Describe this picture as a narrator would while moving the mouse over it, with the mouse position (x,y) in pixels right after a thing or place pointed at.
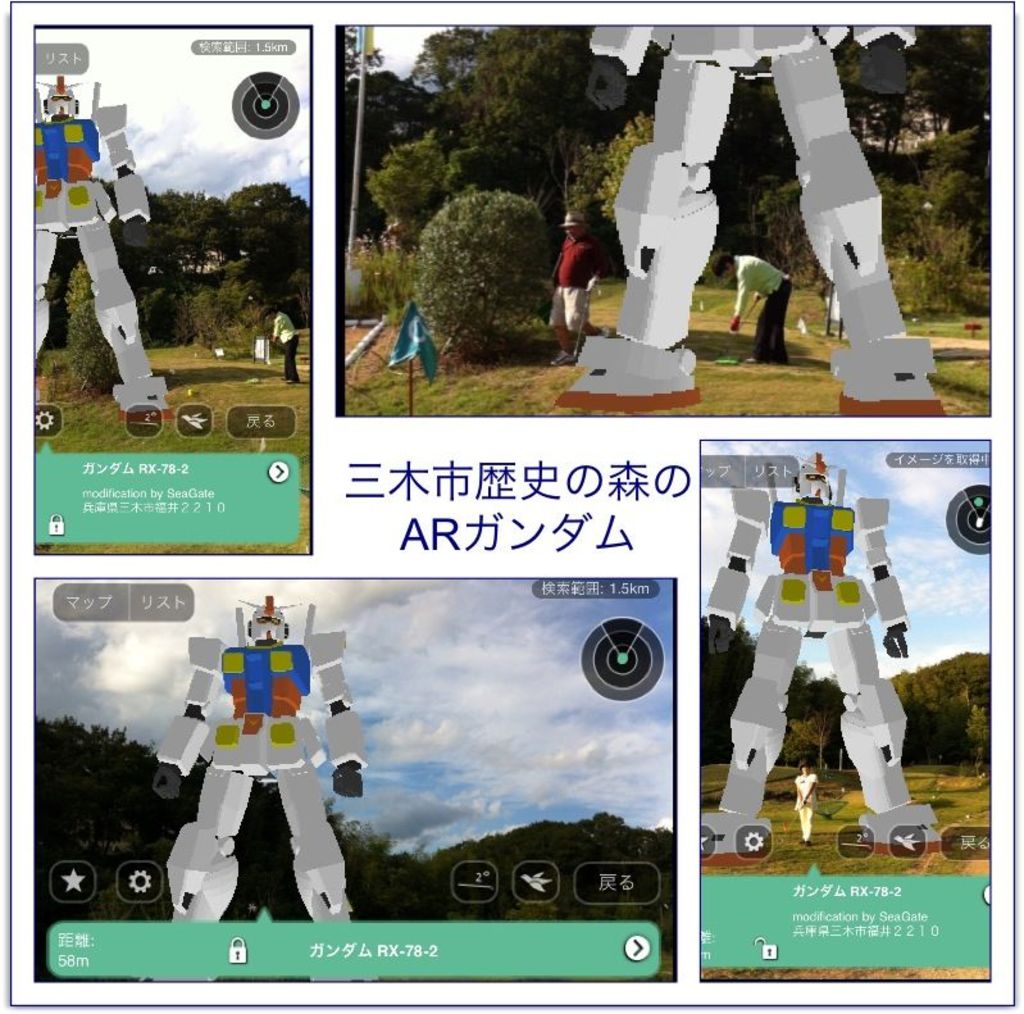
This is a collage. On that something is written. And there are four pictures (516,673). On that there is a robot (123,295), trees (554,260), sky (857,563) and some people (292,367) are playing. And also something is written on that images (504,956).
